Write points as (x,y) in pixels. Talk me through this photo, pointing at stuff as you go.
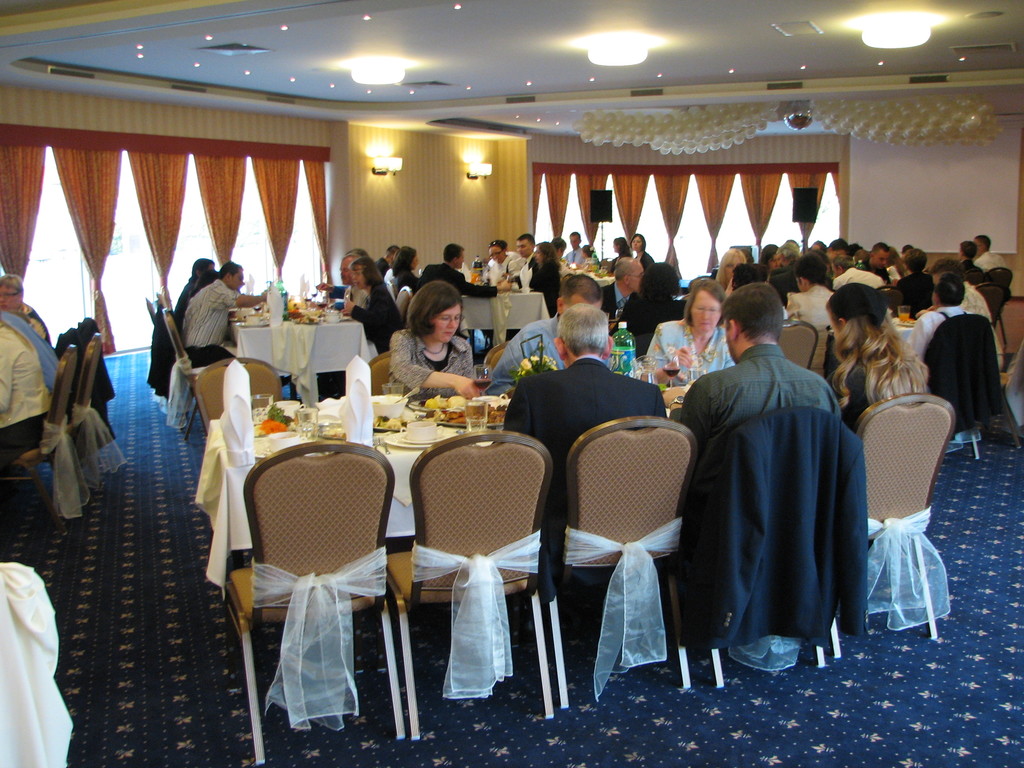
In the middle of the image (569,283) few people (569,283) are sitting and dining. At the top of the image (493,22) there is a roof (579,45) and light (633,36). Top right side of the image (857,142) there is a wall (862,168). Top left side of the image (217,184) there is a curtain (233,231). In the middle of the image (410,459) there is a table (403,453), On the table (483,422) there is a glass (470,411), plate (389,430) and water bottle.
